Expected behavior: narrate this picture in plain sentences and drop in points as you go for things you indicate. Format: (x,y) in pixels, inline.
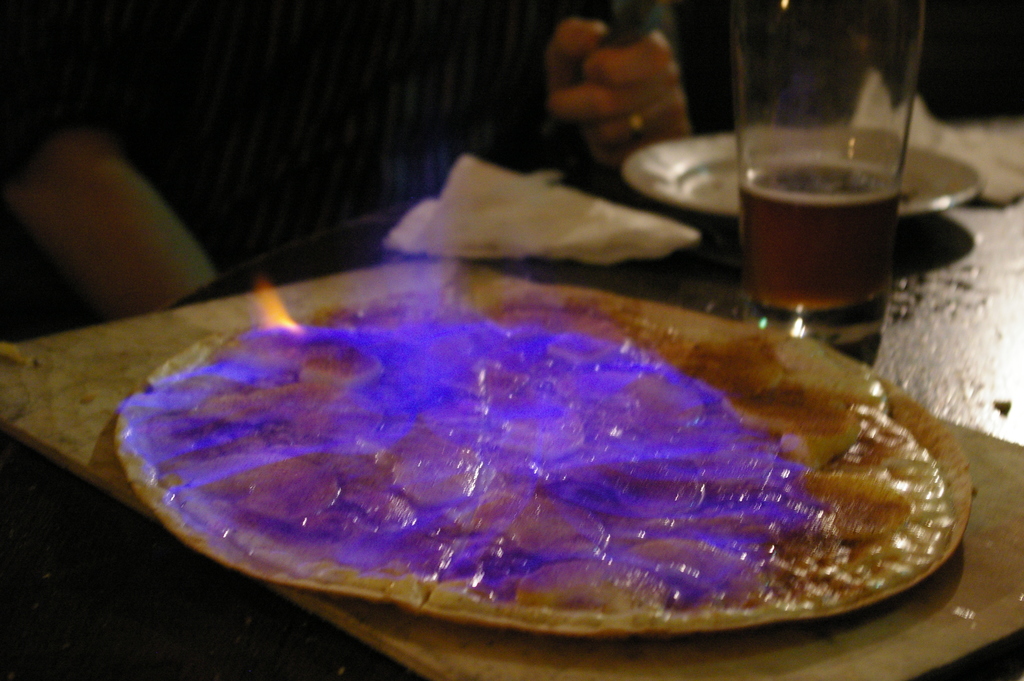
In this image I can see few plates (710,149), few napkins (920,114) and a glass (758,269) in the front (777,104). In one plate (225,302) I can see food (400,305) and in the background (56,239) I can see hands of a person (369,92).
